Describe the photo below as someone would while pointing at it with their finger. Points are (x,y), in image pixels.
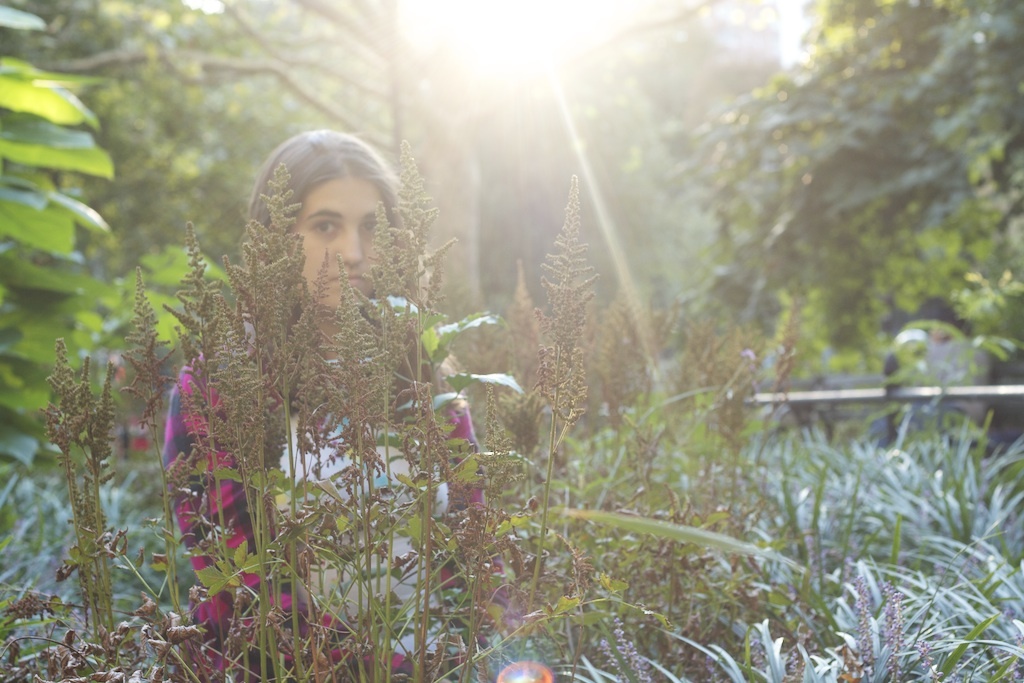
In the center of the image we can see a lady (375,484) standing. At the bottom (294,591) there are plants (756,598) and grass (906,590). In the background (150,262) there are trees (705,179).
